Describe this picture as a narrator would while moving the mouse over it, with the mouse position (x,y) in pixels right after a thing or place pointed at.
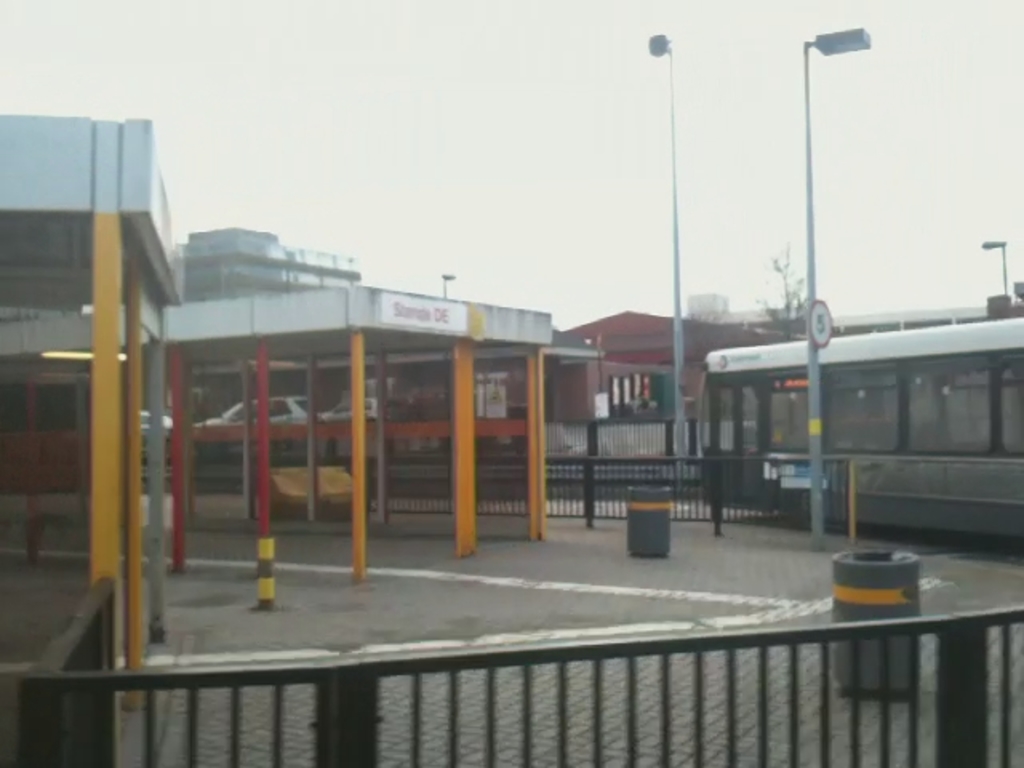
This picture is clicked outside the city (440,516). At the bottom of the picture (764,746), we see an iron railing (883,646). On the right side (820,370), we see a bus (802,373) is moving on the road (815,607). Beside that, there are street lights (813,481). There are many buildings (625,412) in the background (620,375). At the top of the picture (419,213), we see the sky (394,175).
